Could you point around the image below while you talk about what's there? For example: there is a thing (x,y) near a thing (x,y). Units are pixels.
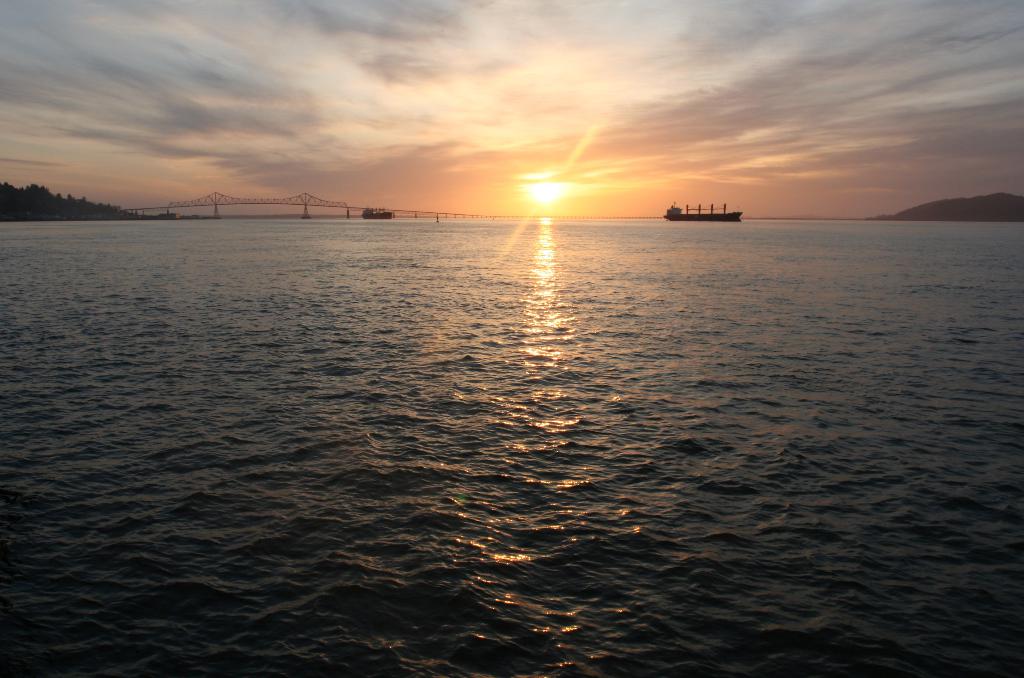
In the image we can see there are boats (678,217) in the water (651,234). There is a bridge (227,197), trees (114,209), a hill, the sky (120,196) and the sun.
